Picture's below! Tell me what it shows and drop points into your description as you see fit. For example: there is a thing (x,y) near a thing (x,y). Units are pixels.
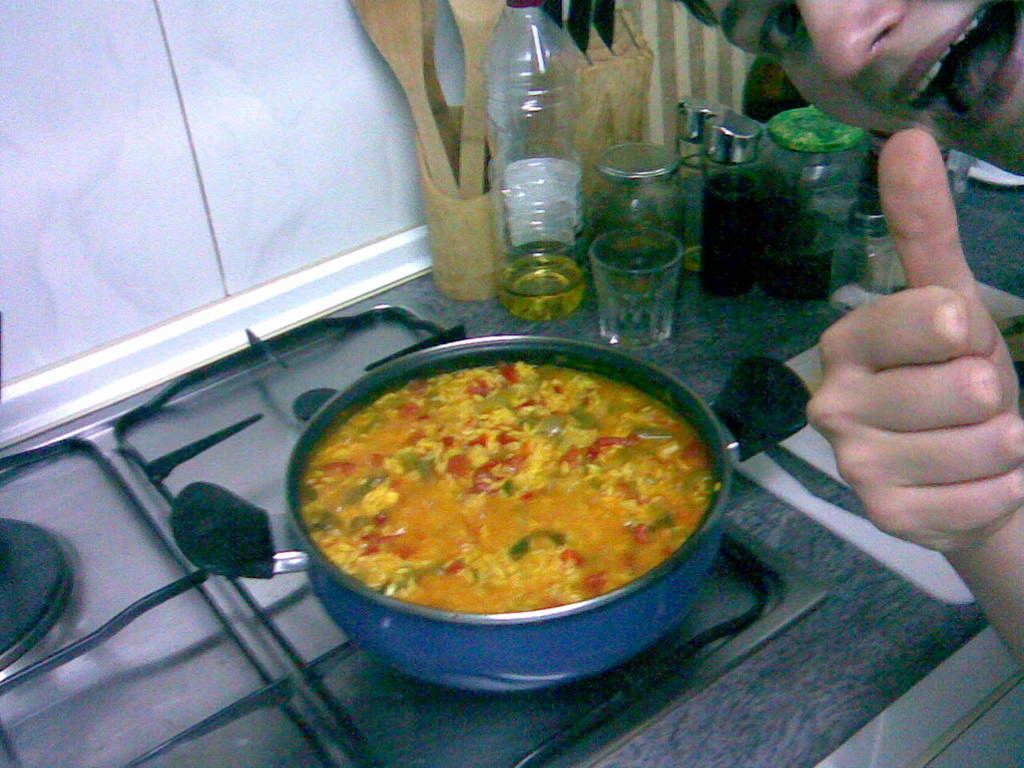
This is a kitchen platform (779,321). We can see glasses (648,274), oil bottle (542,135), containers (787,166) and a chopping board (777,467) on the platform (839,550). This is a stove (610,688). We can see a curry (526,508) in a vessel (782,409). We can see a person (895,201) showing thumb (895,199).
